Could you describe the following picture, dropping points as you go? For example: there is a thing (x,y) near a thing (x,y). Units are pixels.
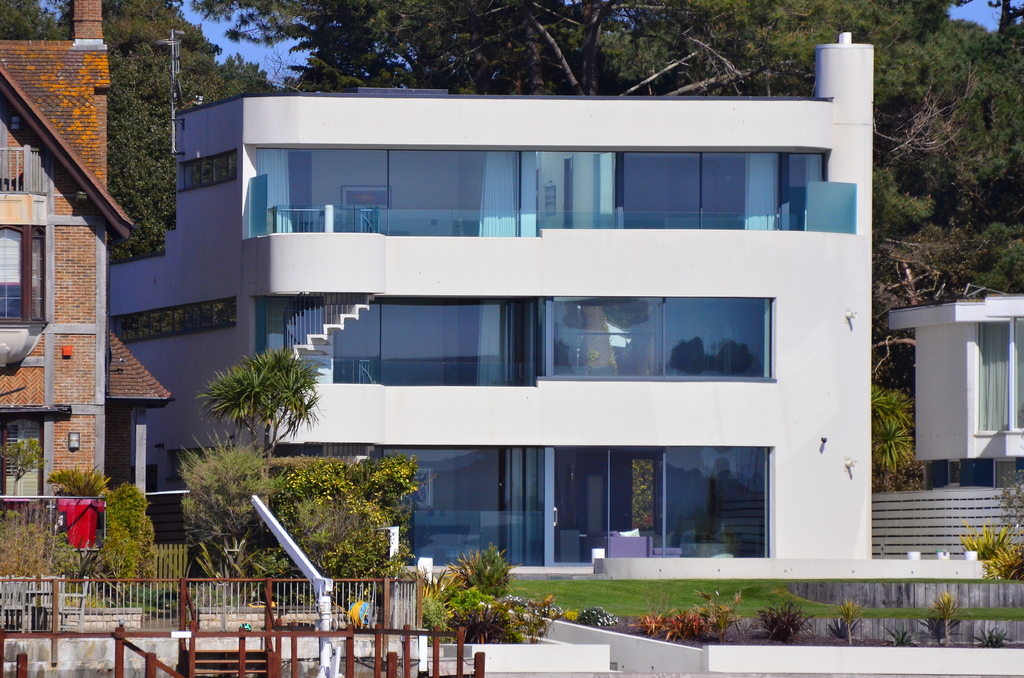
In the picture we can see a building (681,482) with a glass wall (694,485) to it and besides also we can see some buildings (22,113) and near to the buildings (176,344) we can see some plants (206,473), grass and railings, in the background (259,45) we can see some trees (560,36) and sky (300,59).
